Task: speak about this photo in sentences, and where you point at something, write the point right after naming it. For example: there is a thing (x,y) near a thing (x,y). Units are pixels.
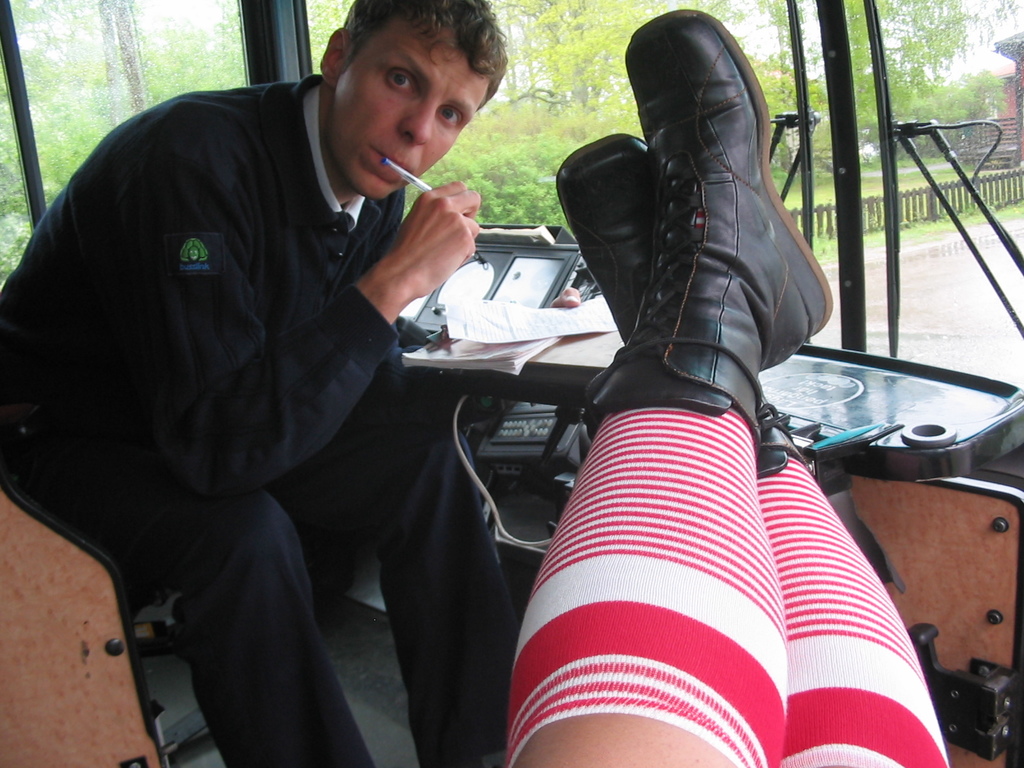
In this image there is a person (202,488) sitting on the chair (171,651). He is holding a book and a pen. Right side (808,609) a person's legs (699,516) are visible. Background (976,78) there is a glass wall (774,96). From the glass wall (802,110) few trees (899,113), buildings (1005,140) and a fence (929,197) on the grassland (871,178) are visible.
